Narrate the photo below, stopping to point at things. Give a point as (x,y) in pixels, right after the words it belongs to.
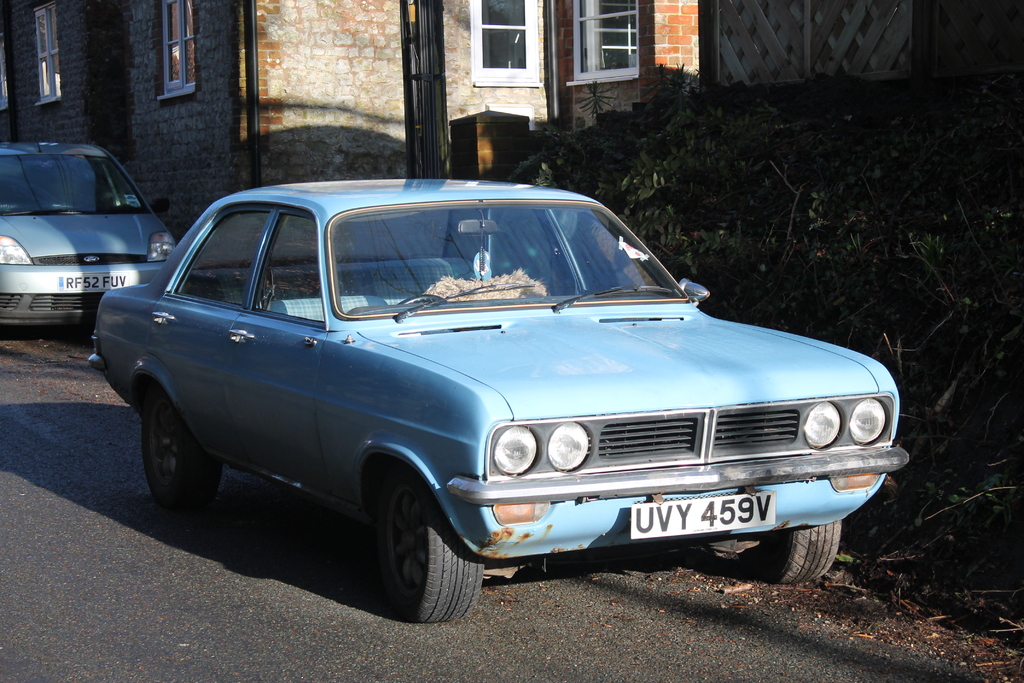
In the picture we can see a blue color vintage car (199,320) parked near the building (150,135) and beside it, we can see plant bushes (974,591) and behind the car (144,323) we can see another car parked near the building wall (159,123) with windows (56,76) and white color frames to it.
